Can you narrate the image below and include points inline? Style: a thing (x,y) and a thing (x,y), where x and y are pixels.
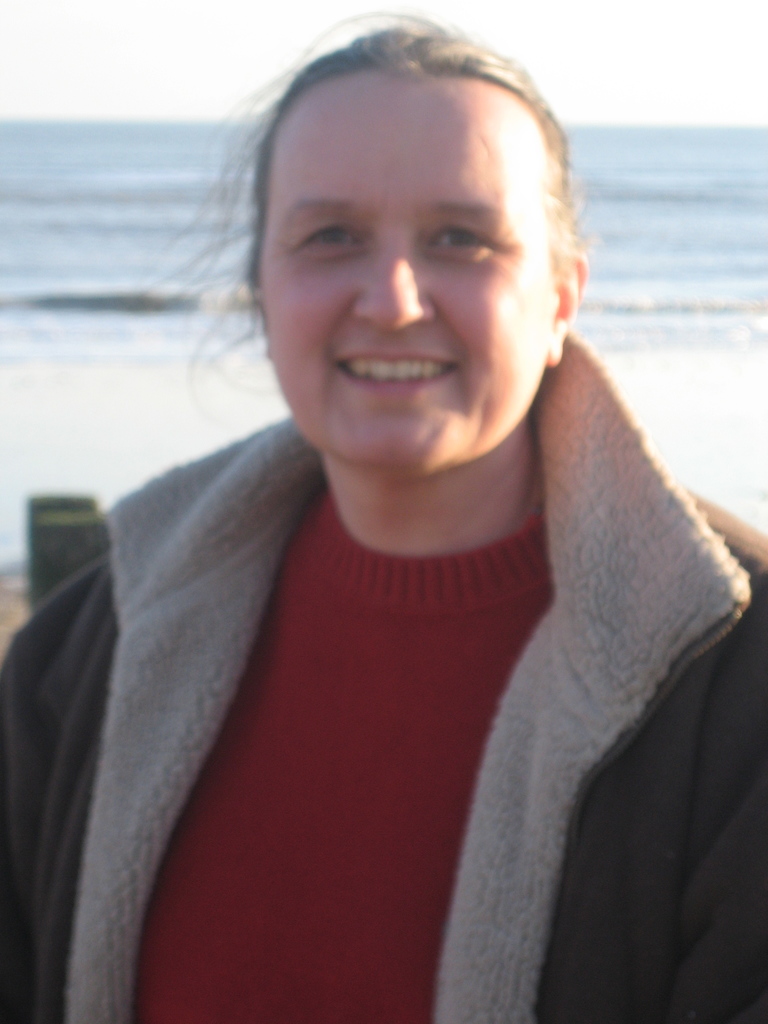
In this image we can see a woman (399,597) is smiling and in the background (125,362) we can see water (92,313) and sky (305,21).
